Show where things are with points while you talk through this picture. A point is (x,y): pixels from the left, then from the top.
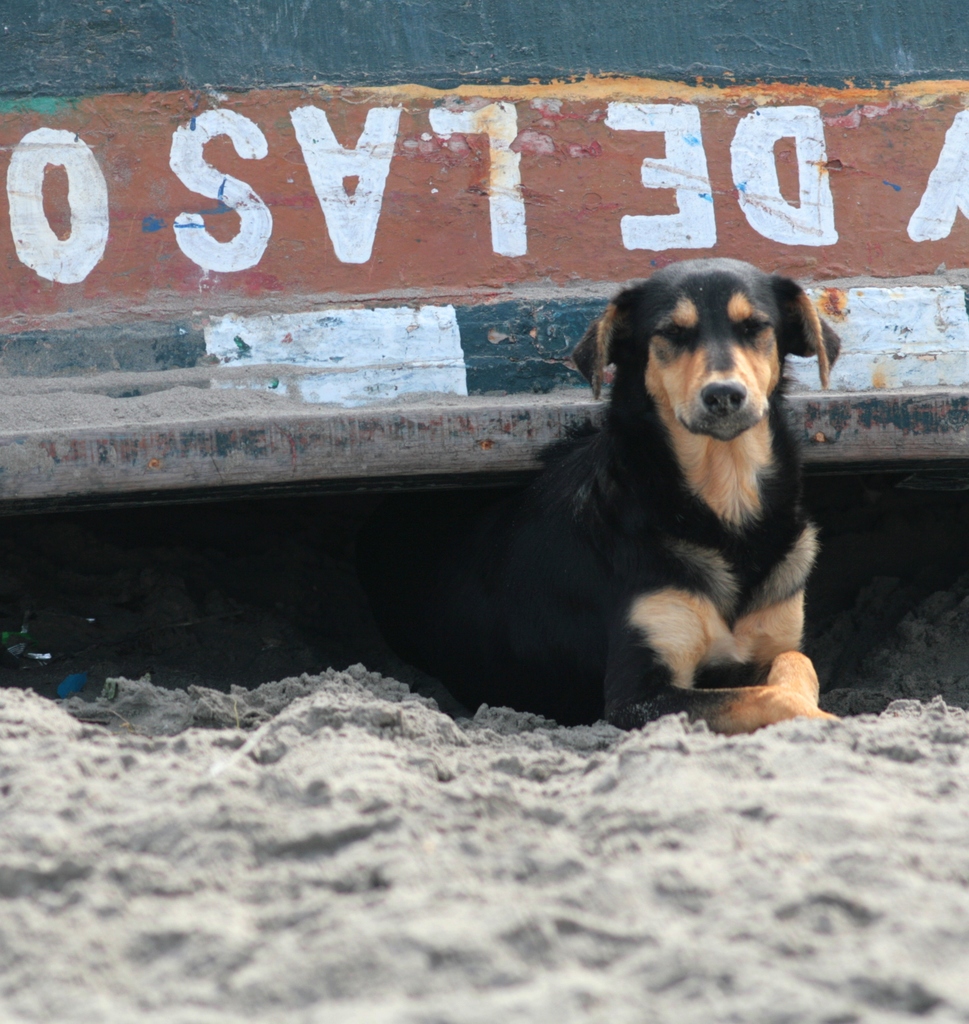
In this image we can see a dog (708,579) sitting on the sand (389,743).
